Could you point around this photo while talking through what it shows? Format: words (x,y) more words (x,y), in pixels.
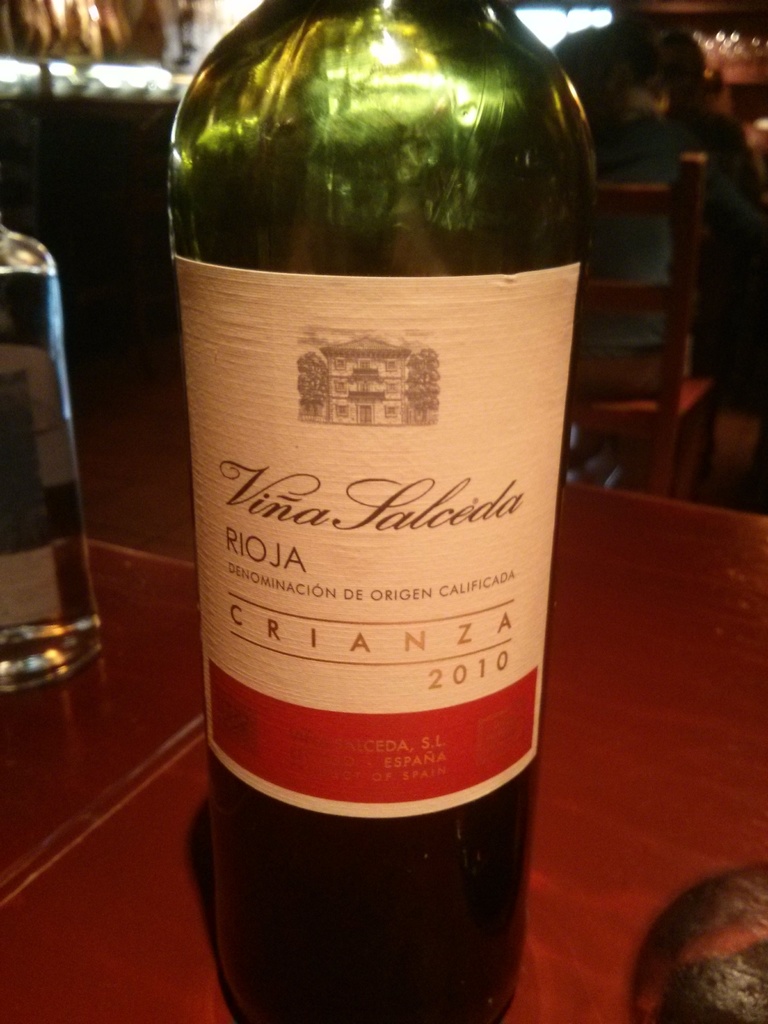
In this picture there is a bottle (226,911) on the table (103,870). To the left (22,517), there is also another bottle (41,612) on the table (34,737). To the right (666,250), there is a person (667,251) sitting on the chair (682,307). There is also another person (707,104) to the right (723,97).
